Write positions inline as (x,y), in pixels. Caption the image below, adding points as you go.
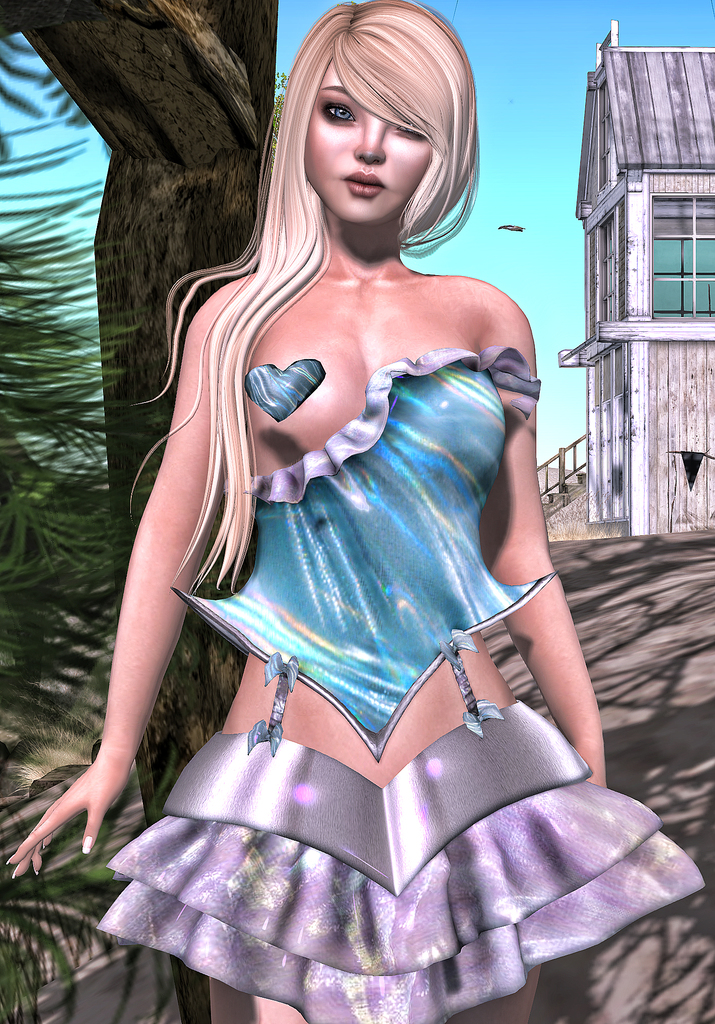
This is an animated picture. In the center of the picture (356,490) there is a woman (326,327). On the left (38,339) there are plants (48,451), grass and a tree (151,324). On the right (655,300) there is a building (634,412). In the background (518,155) it is sky (526,40).
